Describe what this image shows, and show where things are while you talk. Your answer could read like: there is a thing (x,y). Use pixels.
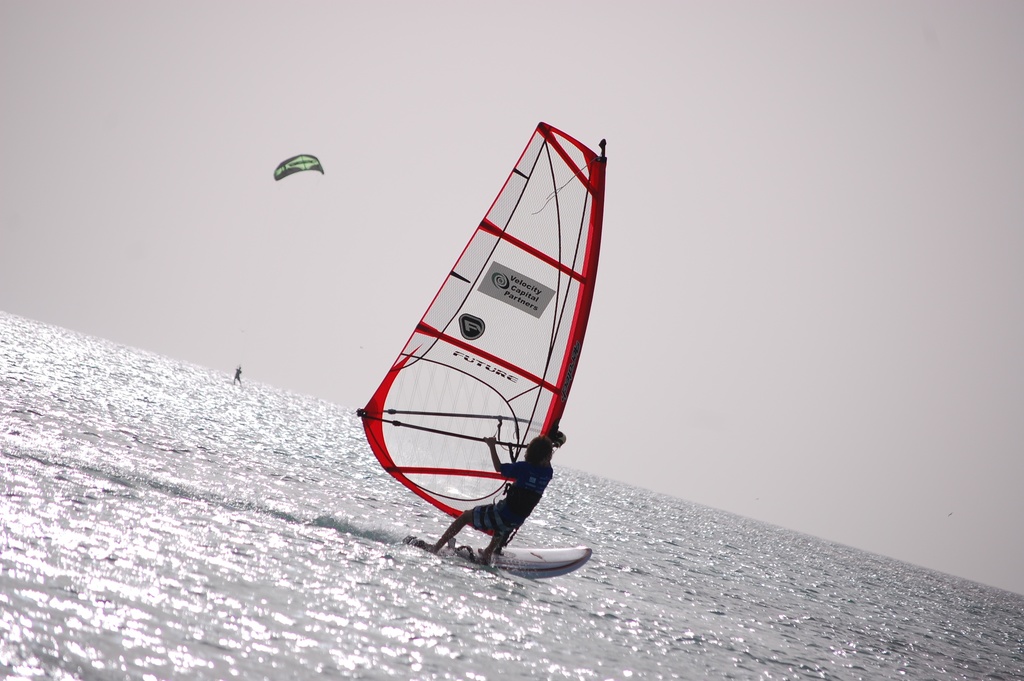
In this image, we can see a person (513,502) surfing on the water (364,455) and in the background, we can see a parasailing (300,158). At the top (748,112), there is sky (748,112).
